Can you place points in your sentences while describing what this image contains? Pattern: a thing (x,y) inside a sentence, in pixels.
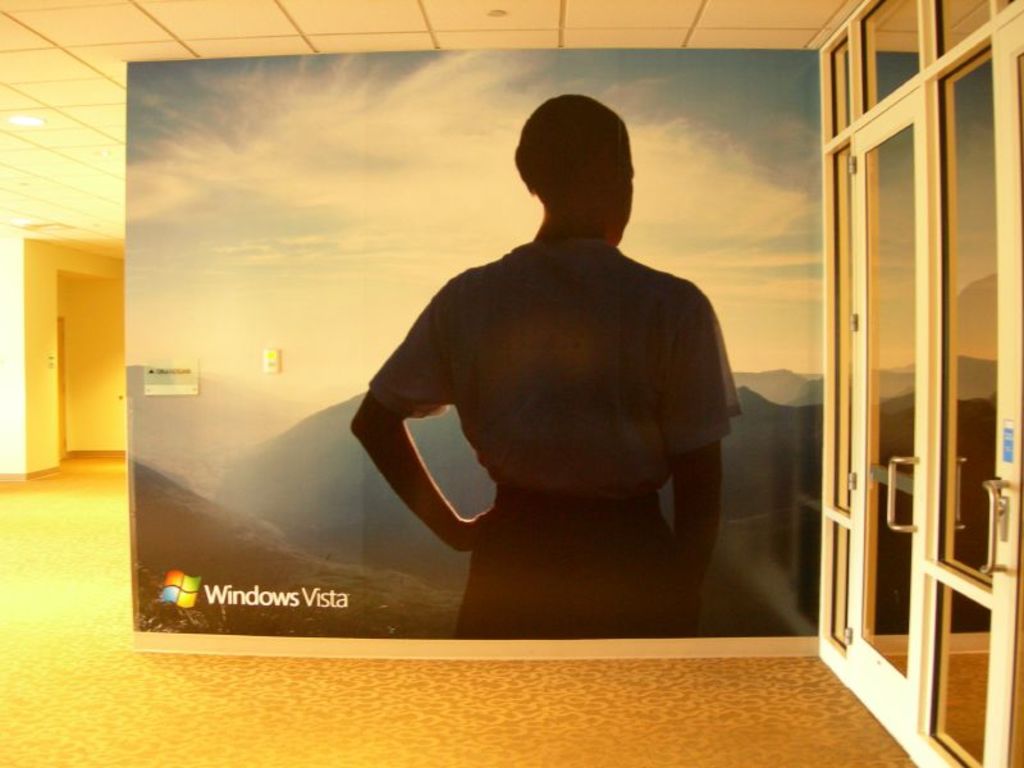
This picture contains the banner (250,367) of the man (391,433) standing in between the hills (298,518). Beside that, we see a door (885,541). On the left corner of the picture (68,357), we see a pillar (17,412) and a wall (106,432) in white color. At the top of the picture (200,15), we see the ceiling (200,15) of the room (362,704).
